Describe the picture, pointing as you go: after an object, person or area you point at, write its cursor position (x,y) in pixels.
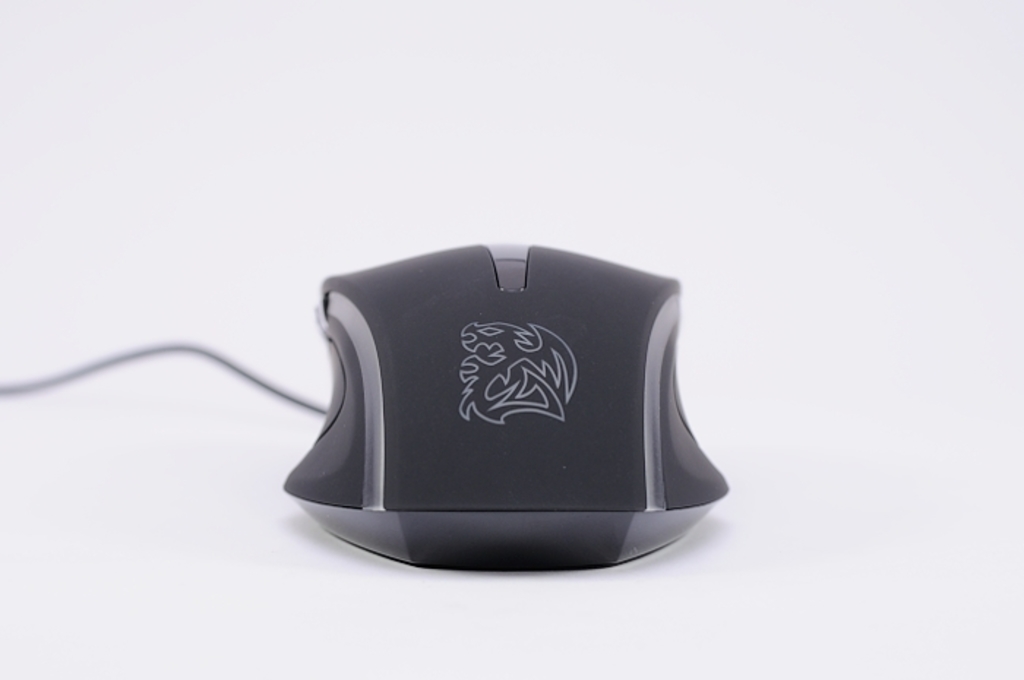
In the picture we can see a mouse (554,413) on a platform (469,593).
